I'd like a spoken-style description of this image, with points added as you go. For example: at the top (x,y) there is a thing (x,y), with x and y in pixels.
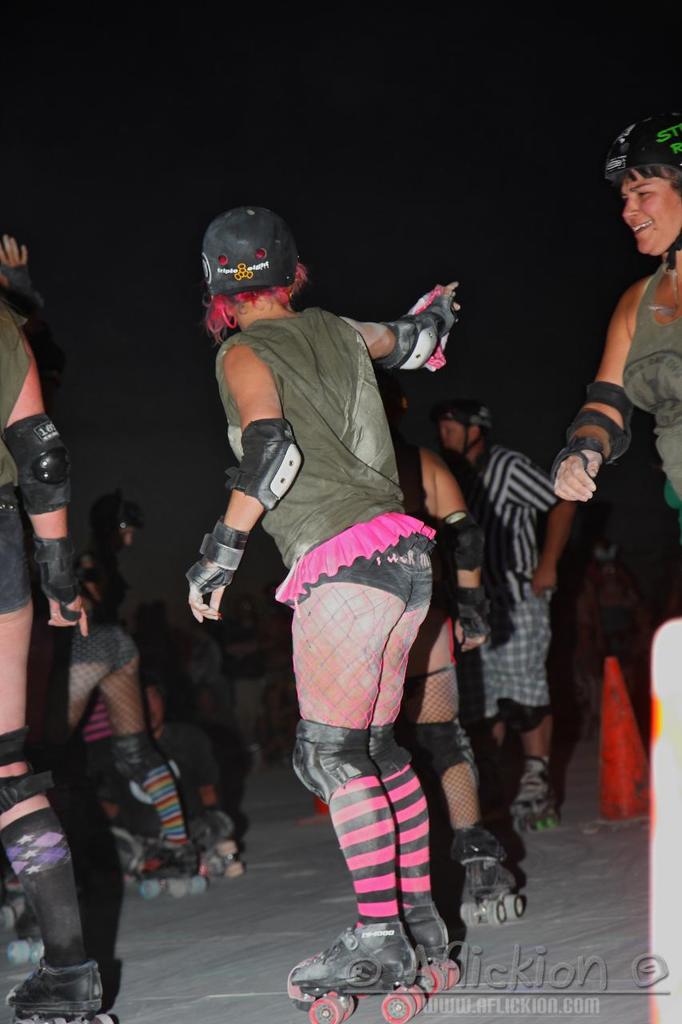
As we can see in the image there are group of people (10,460) wearing helmets (226,278), green color dresses (321,483) and skating. The image is little dark.
